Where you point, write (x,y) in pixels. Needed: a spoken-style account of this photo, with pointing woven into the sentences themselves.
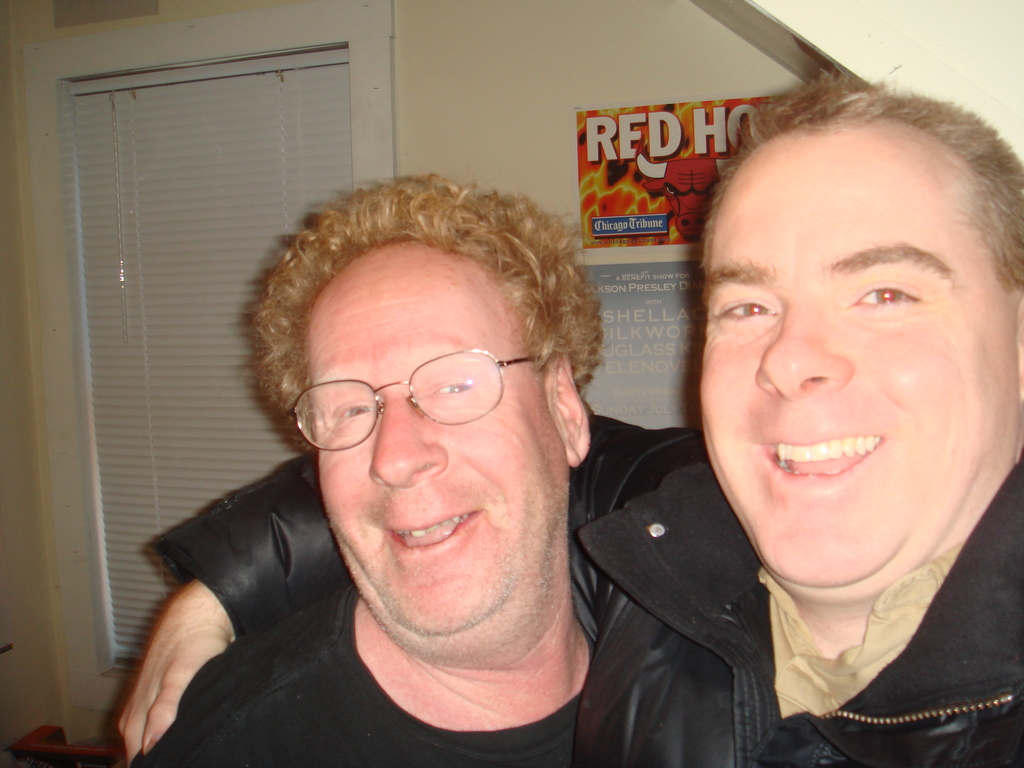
There are two men (606,660) standing as we can see at the bottom of this image (610,525) and there is a wall (557,164) in the background (596,250). We can see a window (148,326) on the left side of this image (168,354) and a poster (646,189) attached to the wall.
